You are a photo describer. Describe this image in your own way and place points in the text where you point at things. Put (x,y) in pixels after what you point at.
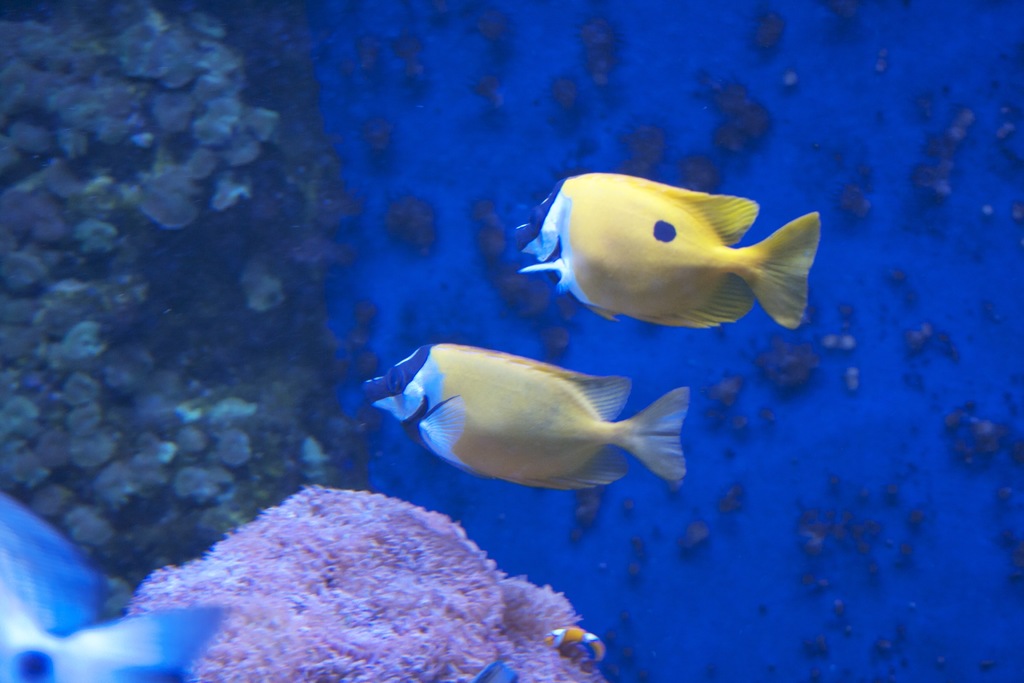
In the picture we can see a deep inside the sea (990,613) with water stones (316,424) and two fishes (428,380) which are yellow in color and some part (576,296) white in color.
